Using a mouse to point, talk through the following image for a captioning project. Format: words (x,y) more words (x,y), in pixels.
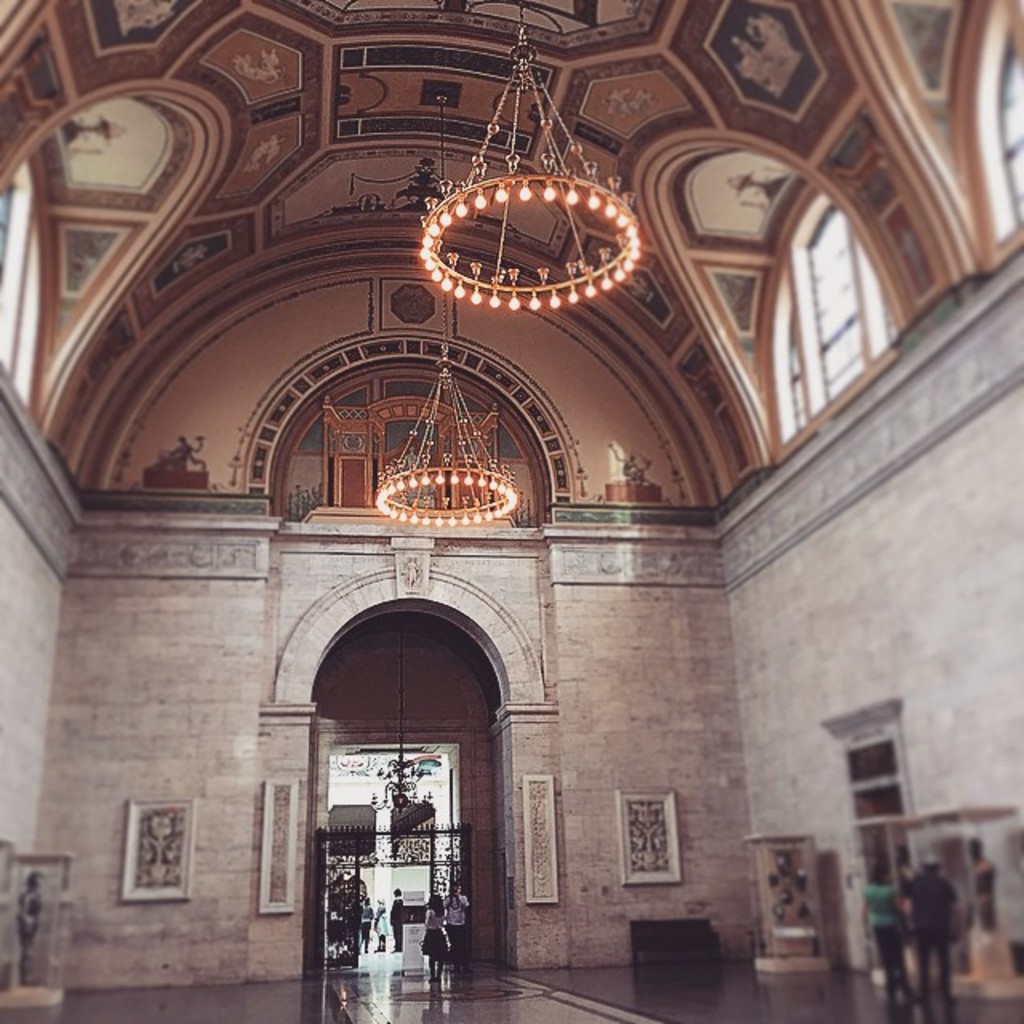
In this picture we can see a monument (697,430). On the bottom (455,931) we can see group of person (441,918) standing near to the gate (354,876). On the bottom right corner (932,927) we can see two persons (892,931) standing near to the statues (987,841). On the top (566,117) we can see chandeliers (433,515) which is hanging to the dome (557,10). On the right (821,303) we can see windows (821,246). Here we can see frames (671,842) and box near to the gate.
